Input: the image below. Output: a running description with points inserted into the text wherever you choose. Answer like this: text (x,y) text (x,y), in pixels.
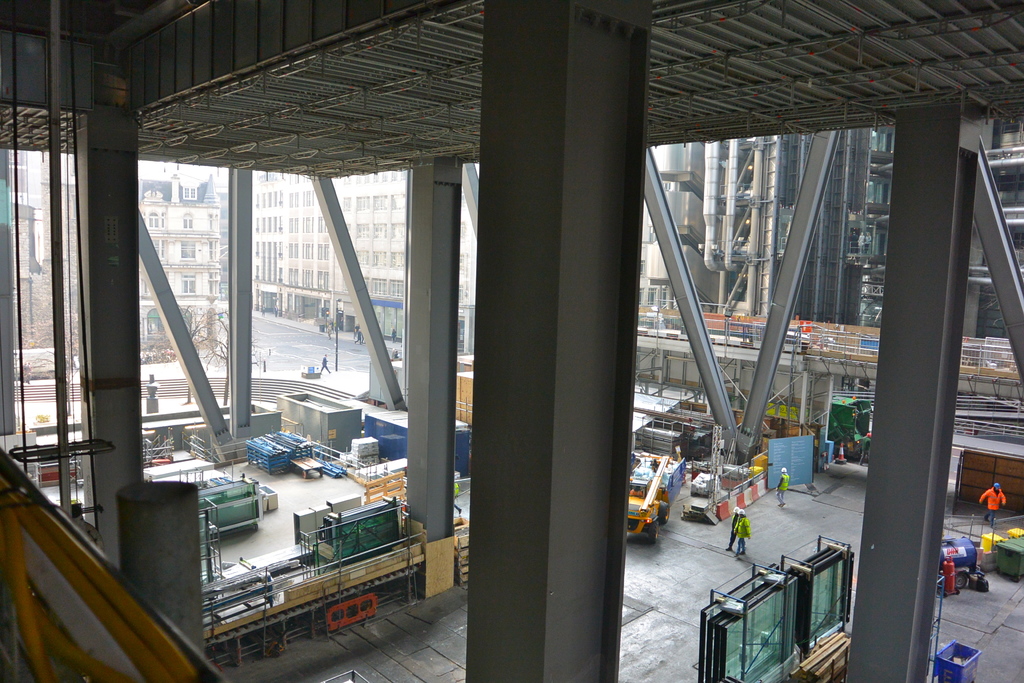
In this image I can see few buildings (383,255), windows (316,307), trees (197,325), poles (108,532), colorful containers (332,414), vehicle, dustbins (951,651), wooden-logs (825,662), board (778,456), traffic cone (840,447), few people (785,471) and few object (752,596) around.
